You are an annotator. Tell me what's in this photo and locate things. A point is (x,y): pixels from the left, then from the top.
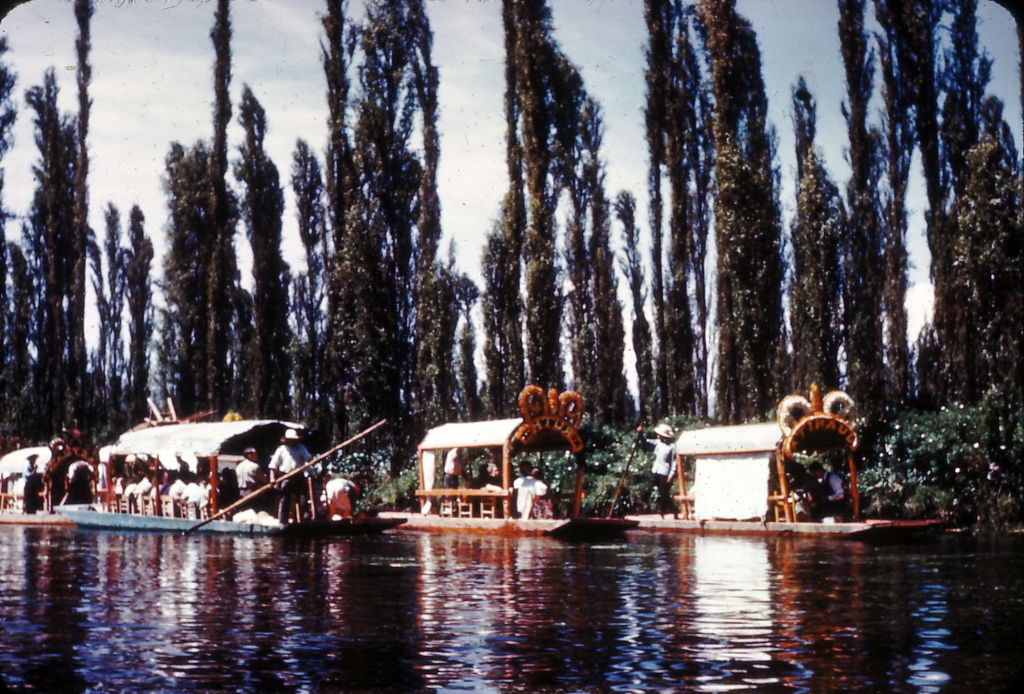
In this picture I can see boats (258,455) on the water (562,611). On the boats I can see people (254,468). This man (280,465) is holding an object (331,454). In the background (432,119) I can see trees (428,136) and the sky (450,111).
